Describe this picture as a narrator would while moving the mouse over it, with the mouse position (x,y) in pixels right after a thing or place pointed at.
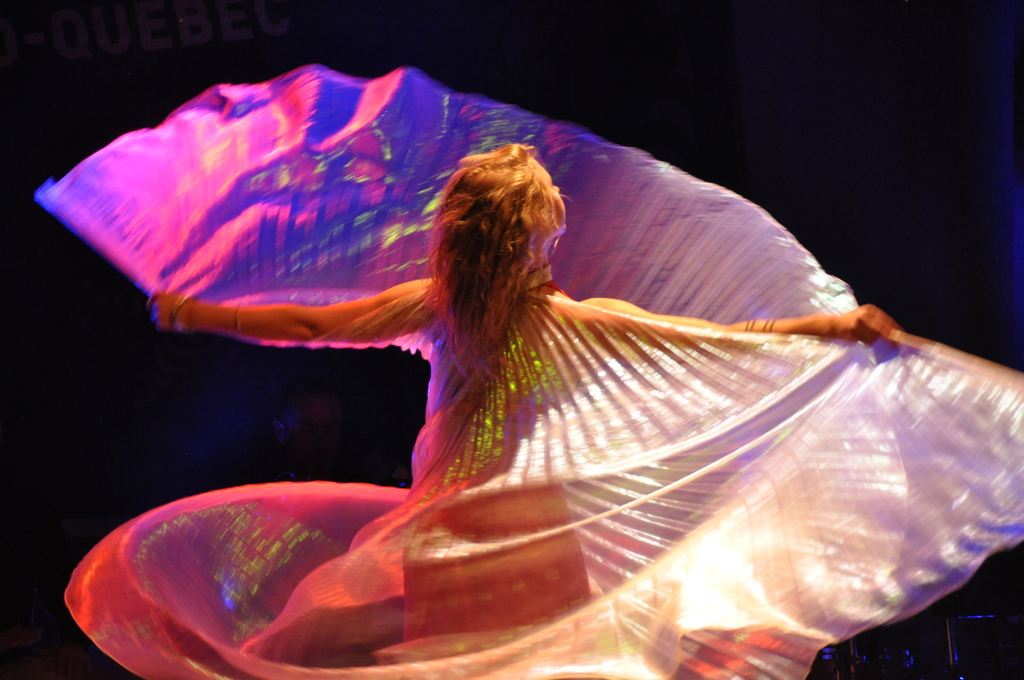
In this picture I can see a woman (533,306), who is wearing colorful dress (89,572) and I see that it is dark in the background (1015,245).
